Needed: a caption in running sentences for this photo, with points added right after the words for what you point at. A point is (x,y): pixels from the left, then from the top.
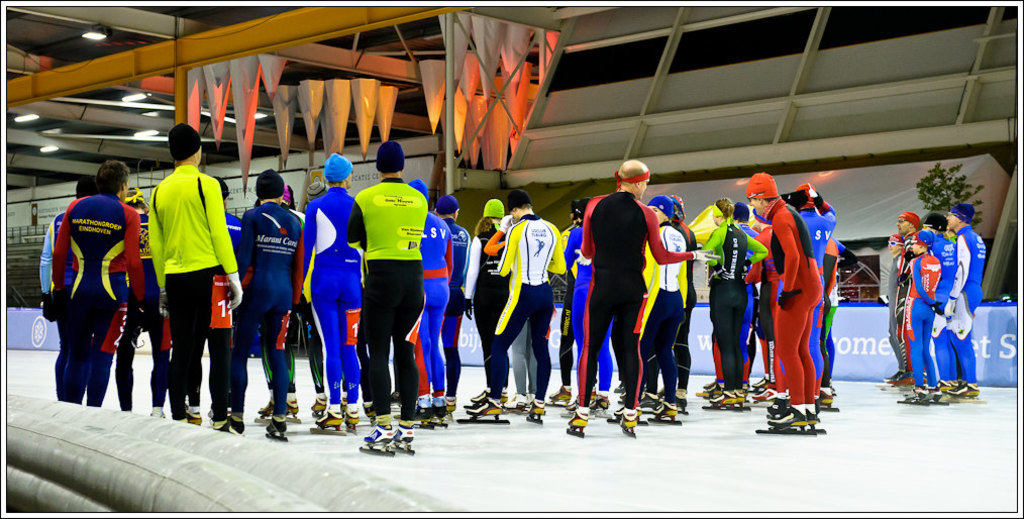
In this image we can see a group of persons (433,292). The persons (651,344) are wearing ice skating shoes (436,409). Behind the persons (467,253) we can see a wall (261,161), plant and a board (998,323) with text (845,342). At the top (374,15) we can see the roof (210,39) and a few objects (508,72). In the top left (35,114), we can see the lights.
